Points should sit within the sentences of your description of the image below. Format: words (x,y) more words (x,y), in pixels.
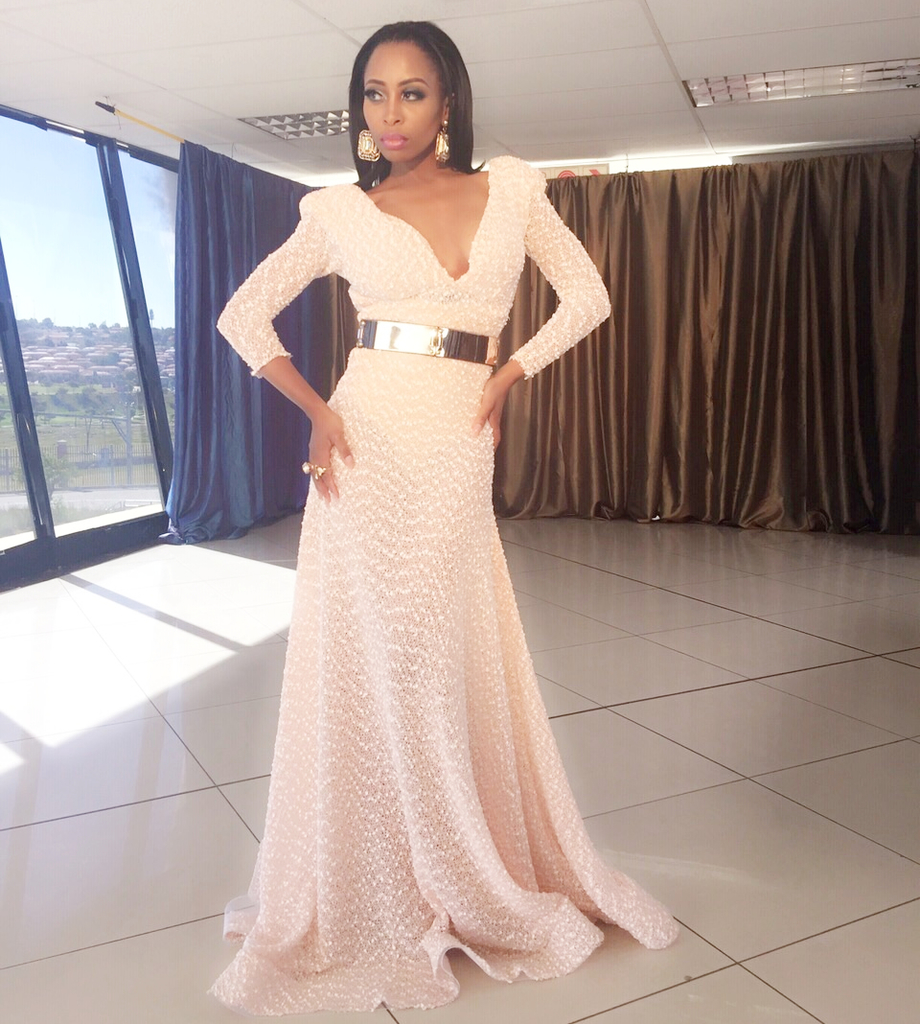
A woman (373,438) is standing on the floor (609,708). In the background (59,400) there are curtains (188,322), glass doors (22,375) and lights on the ceiling (831,27). Through the glass doors (71,438) we can see grass (81,431), trees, poles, other objects (57,372) and sky (37,280).
